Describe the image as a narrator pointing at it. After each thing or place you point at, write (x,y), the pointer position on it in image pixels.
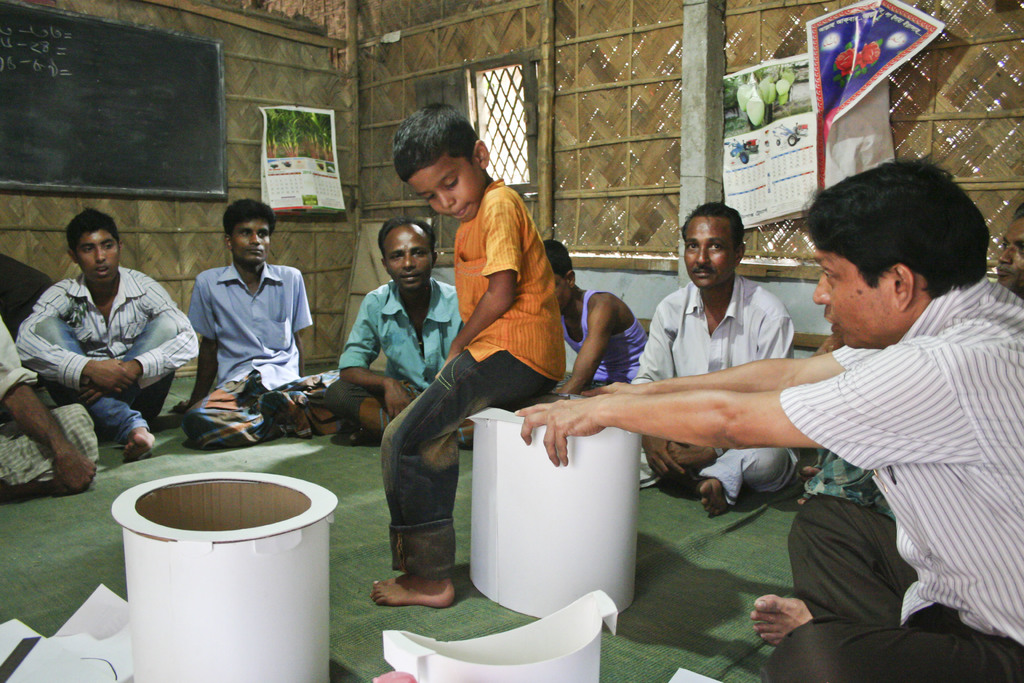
In this image there is a kid (449,354) sitting on an object (557,480), around the kid (479,376) there are few men (568,331) sitting on the floor (269,450), in the background of the image (774,160) there are paper calendars (825,90), blackboard (59,137) and a window (530,186).
